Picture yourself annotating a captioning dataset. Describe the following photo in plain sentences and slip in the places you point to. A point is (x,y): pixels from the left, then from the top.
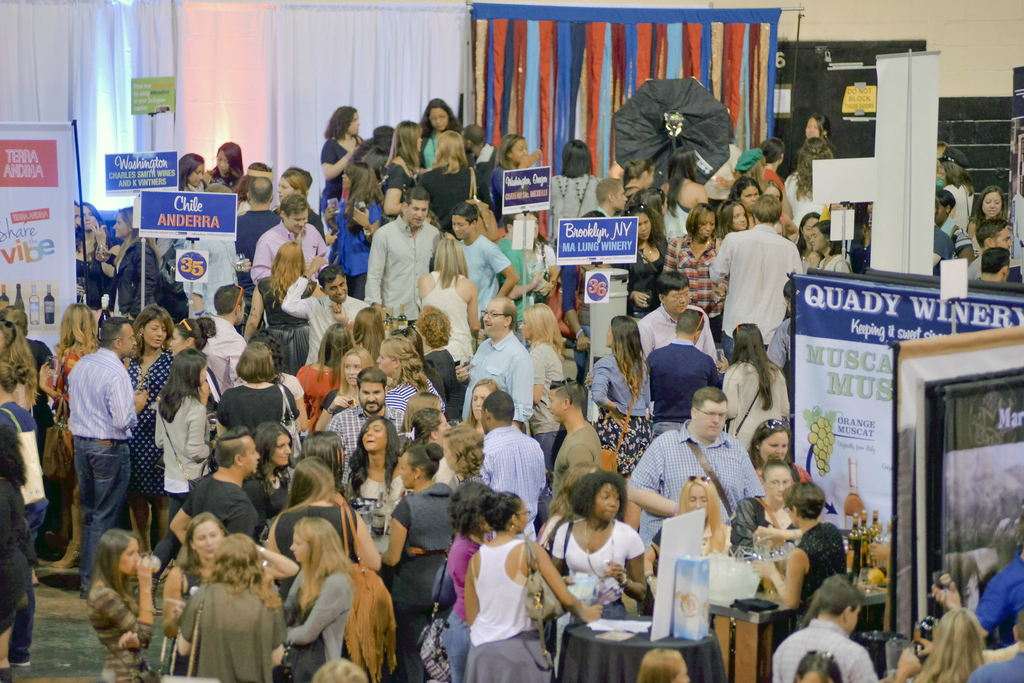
In the picture we can see number of public (519,456) in the hall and they are talking to each other and we can see some boards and hoardings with some information and in the background (816,106) we can see a wall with white color curtains (360,93) and some colorful curtains (569,125) and besides we can see a black color board (825,91) with some papers (855,108) pasted to it.
